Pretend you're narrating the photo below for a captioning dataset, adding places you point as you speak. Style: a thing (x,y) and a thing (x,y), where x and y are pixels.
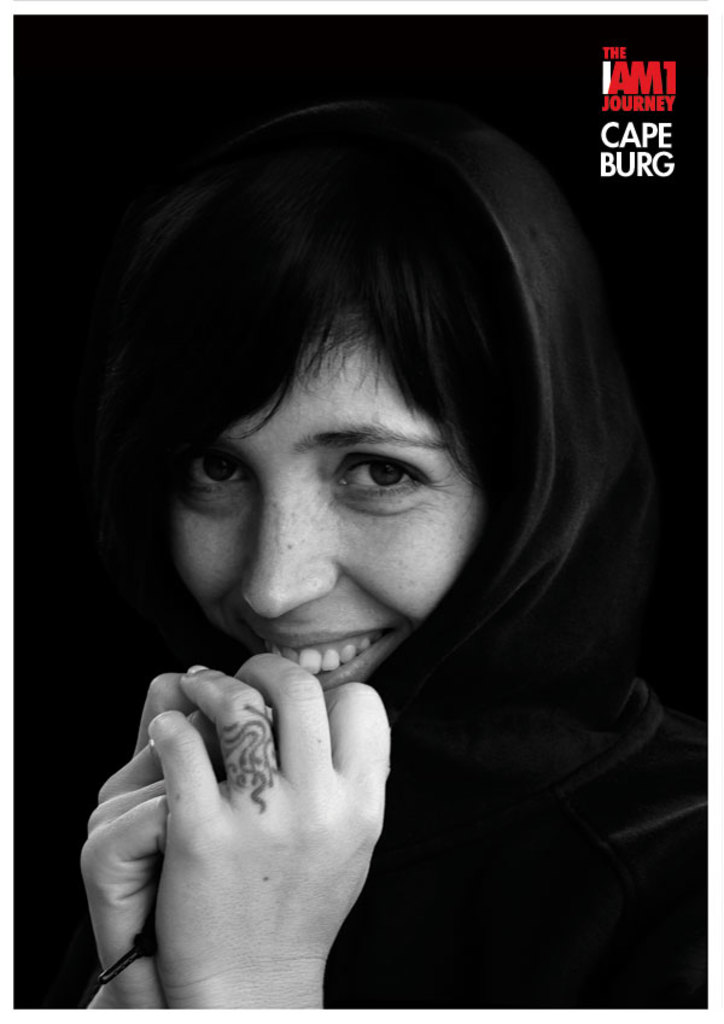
There is a person (450,406) smiling and holding both hands (145,800) near the mouth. In the top right (622,77), there is a watermark (652,61). And the background (552,93) is dark in color.
